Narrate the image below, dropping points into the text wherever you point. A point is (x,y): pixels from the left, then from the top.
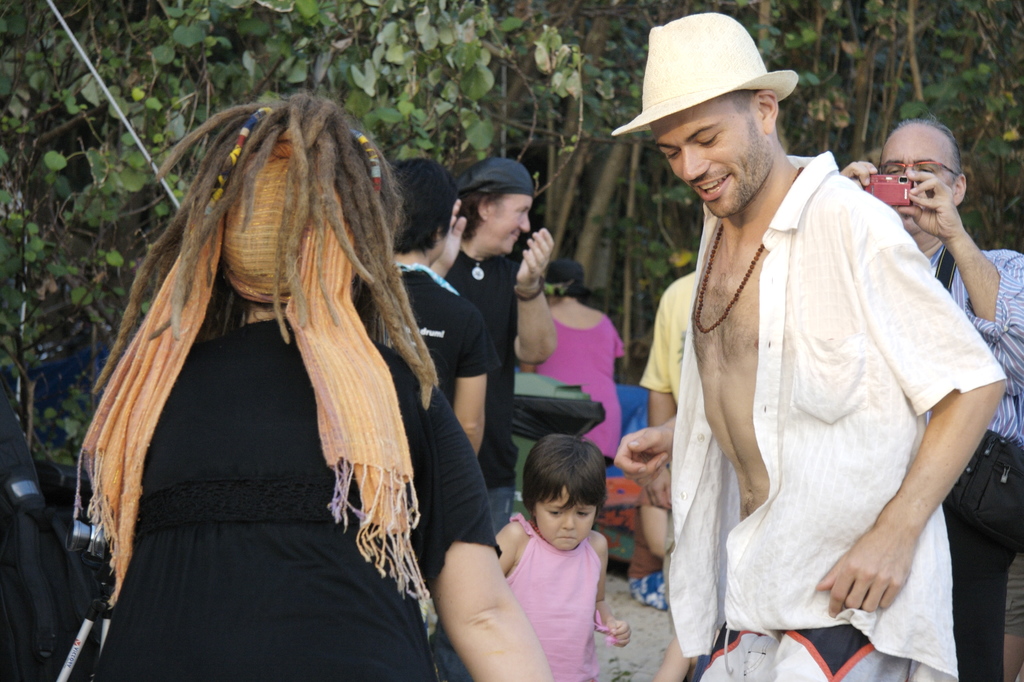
There are many people (564,304). One person (779,264) is wearing a hat (704,70). Another person (933,223) is wearing specs (921,163) and holding camera (872,177). In the background (281,61) there are trees (404,71).
